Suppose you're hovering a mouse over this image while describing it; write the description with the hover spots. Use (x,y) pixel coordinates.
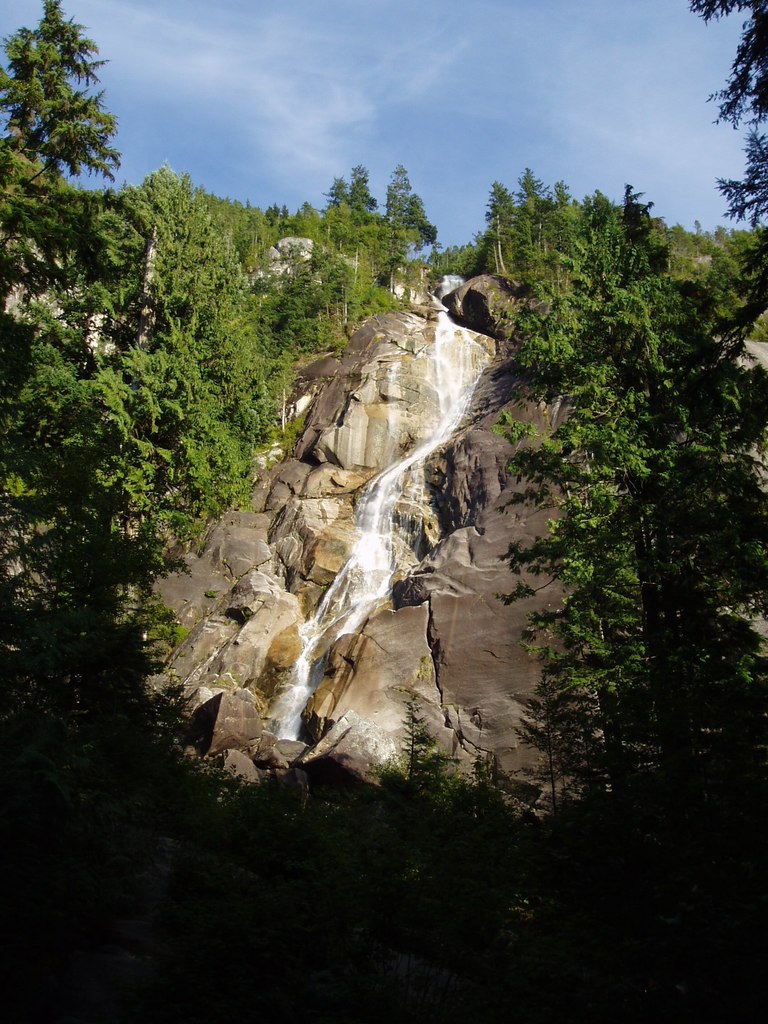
In this picture i can see the waterfall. On the both sides i can see the trees (221,407), plants (72,364) and stones (758,622). At the top (391,67) i can see the sky (454,73) and clouds (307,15).
